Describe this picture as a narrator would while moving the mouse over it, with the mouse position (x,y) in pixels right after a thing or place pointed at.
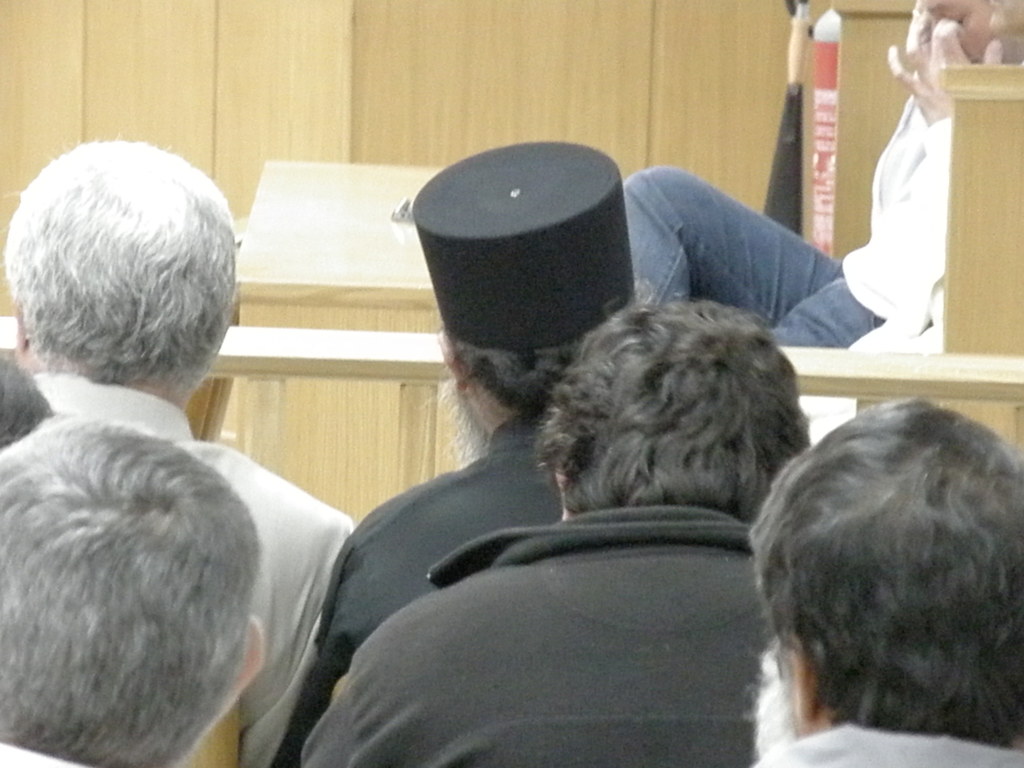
in this image I see few people (765,215) and I see the cream color thing (224,155) in the background (391,118).
